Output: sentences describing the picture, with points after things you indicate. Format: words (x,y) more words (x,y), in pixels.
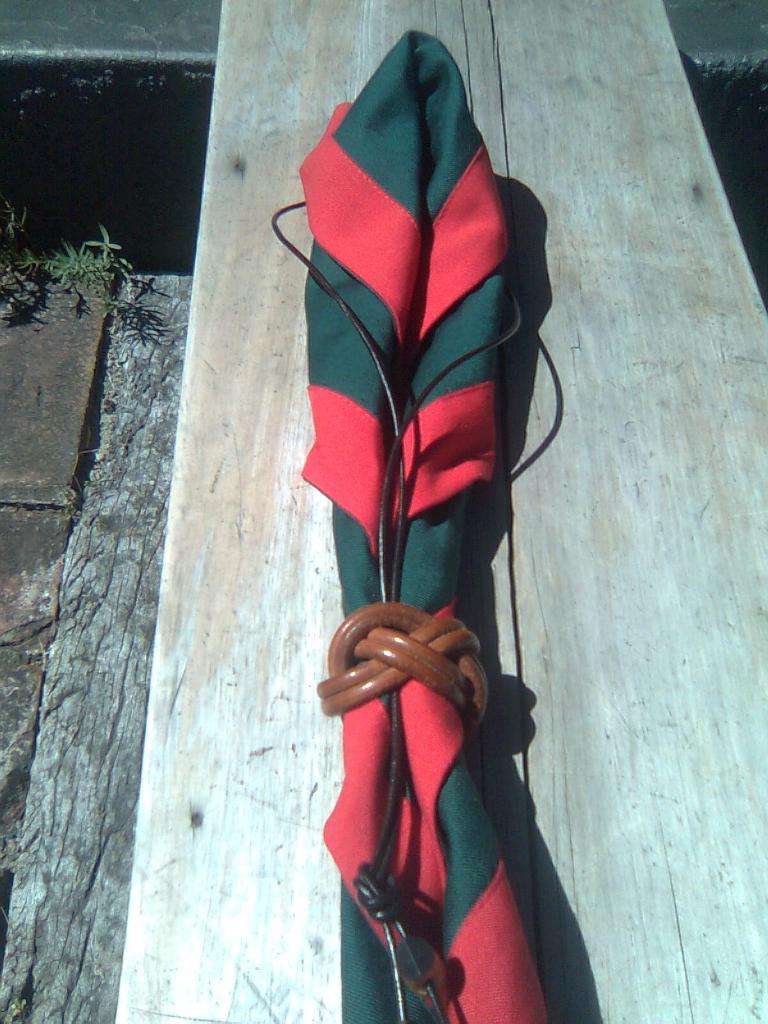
In the image there is some object (443,684) kept on a wooden bench (308,42) and below the bench (189,607) there is a rock surface (43,393).
